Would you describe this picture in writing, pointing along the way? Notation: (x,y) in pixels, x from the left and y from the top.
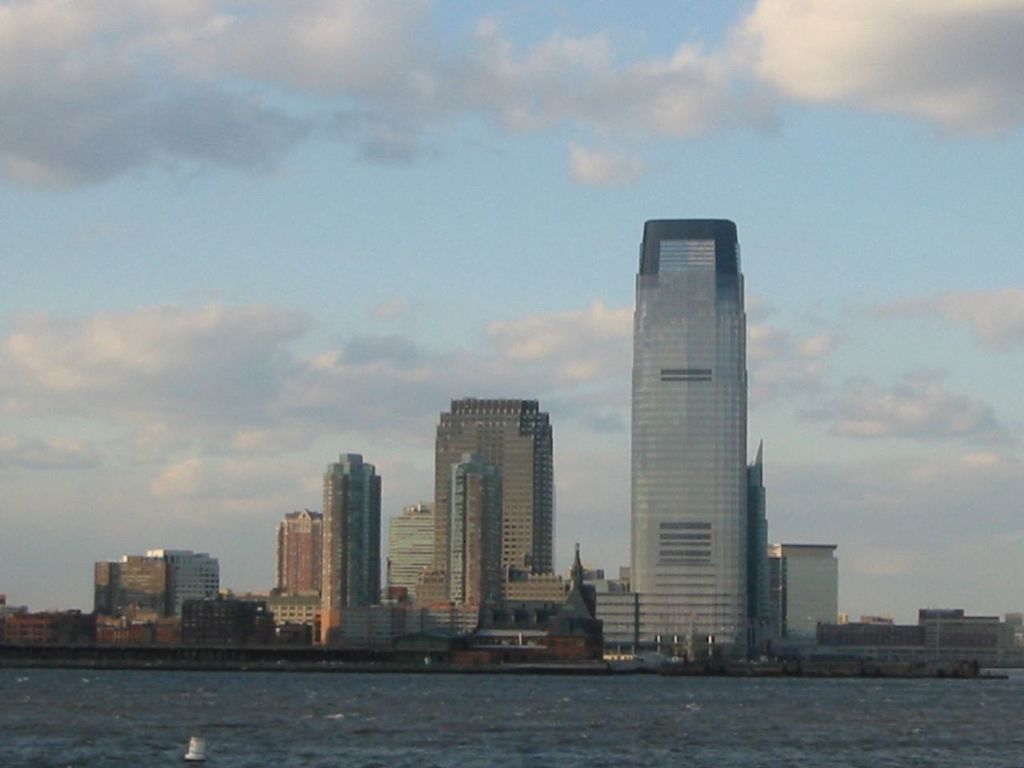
This picture is clicked outside the city. At the bottom of the picture (425,703), we see water (736,727) and this water (372,682) might be in the lake (231,717) or in the river (346,722). There are many buildings (207,595) in the background (799,616). At the top of the picture (326,148), we see the sky (333,312) and the clouds (501,368).
